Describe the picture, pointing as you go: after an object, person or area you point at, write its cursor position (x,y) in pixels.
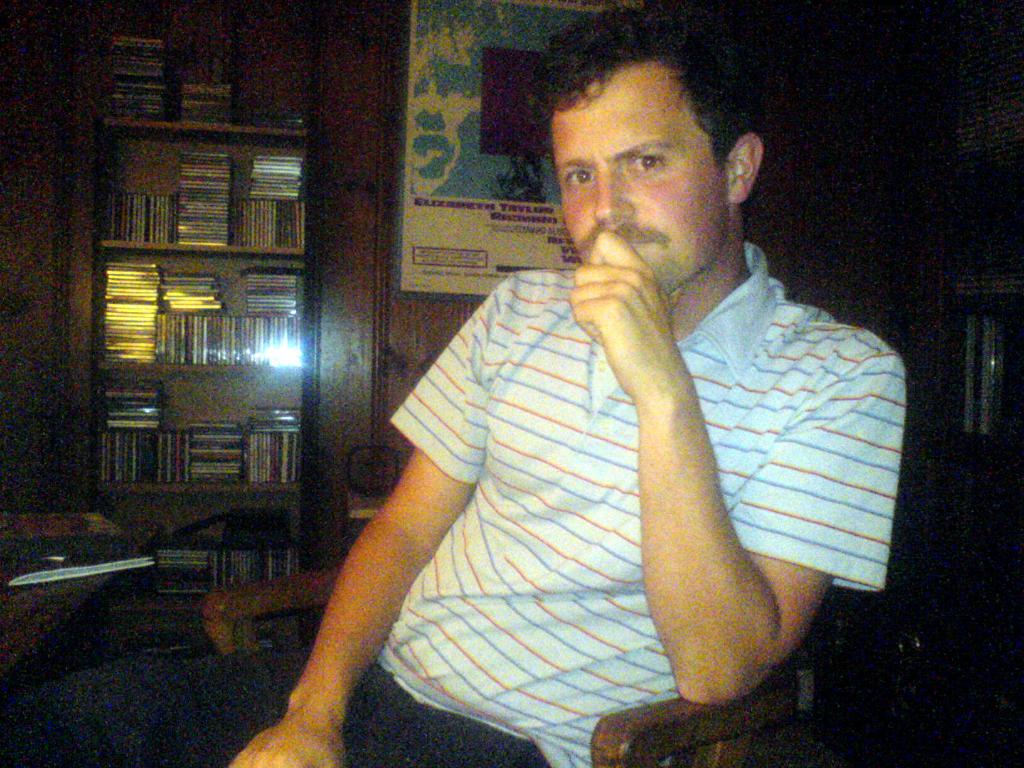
In the picture a person (587,564) is sitting on the chair (707,720) and posing for the photo, behind the person (709,361) there are a lot of CD's (216,322) kept in the shelf (218,283), in the right side there is a frame (455,169) attached to the wooden background (367,213).
